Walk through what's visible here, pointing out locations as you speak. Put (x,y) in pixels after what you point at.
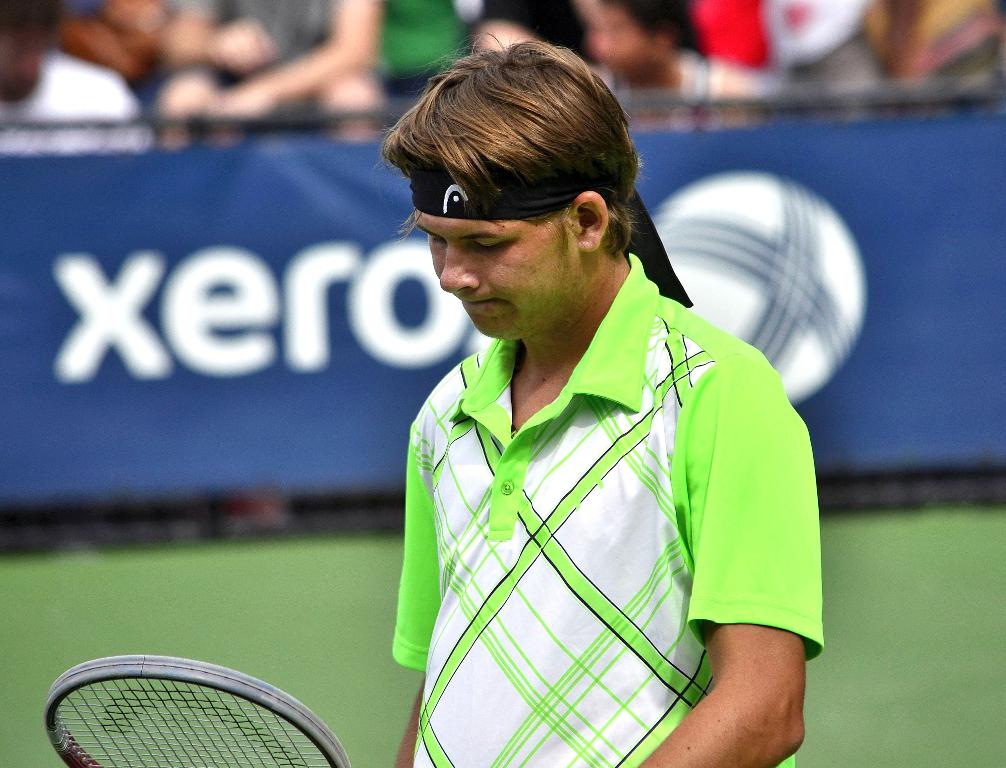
This is playing ground (313,583). Here I can see a person (545,473) wearing a t-shirt (542,649) and facing towards the left side (19,442). This person (465,686) is holding a racket (312,726) and looking at the racket (226,710). In the background (142,326) there is a blue color board (185,335) on which I can see some text (180,302). Behind I can see a crowd (595,35) of people (424,47).
